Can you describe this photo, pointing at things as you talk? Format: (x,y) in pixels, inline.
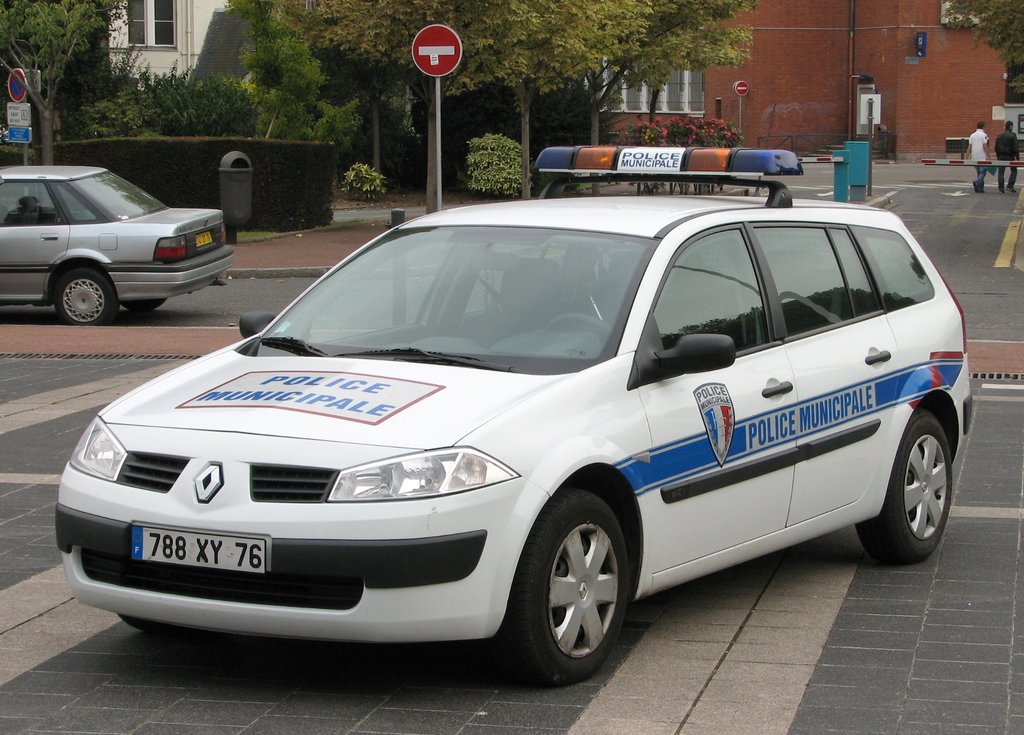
In this image we can see motor vehicles (498,317) on the road (977,194), persons (983,181) walking on the road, barricades (825,162), trash bins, sign boards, trees (450,124), buildings (751,68) and bushes (481,149).
